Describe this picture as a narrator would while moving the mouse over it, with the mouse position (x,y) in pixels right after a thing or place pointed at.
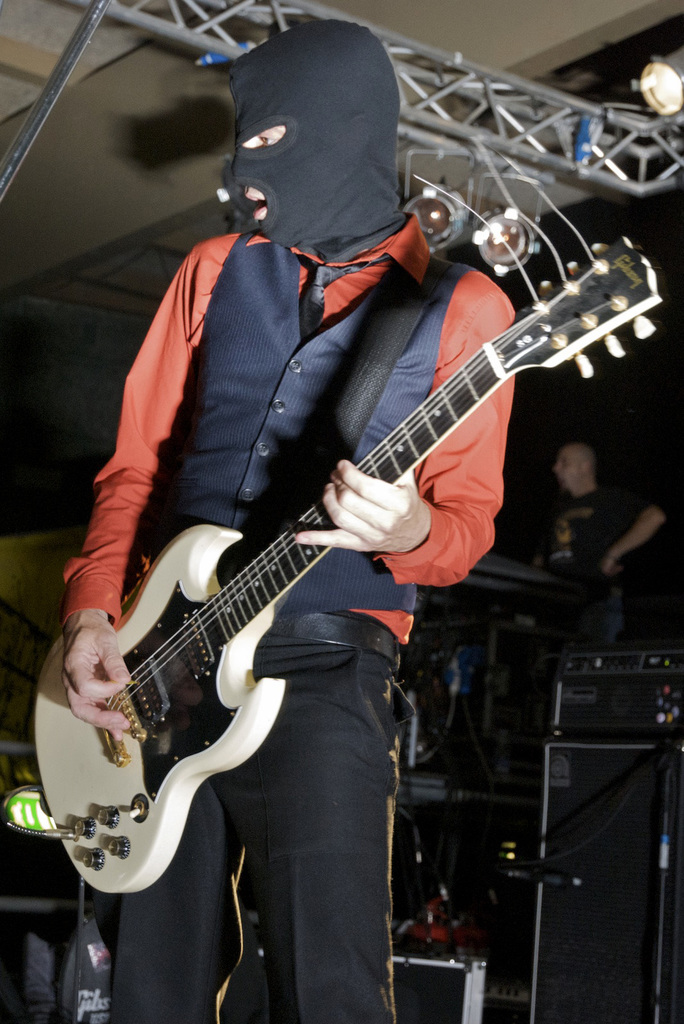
In the center (338,470) we can see one person (389,414) he is holding guitar (189,695). Coming to the background (580,522) we can see one more person (594,551) standing. And we can see some more musical instruments (564,743).
